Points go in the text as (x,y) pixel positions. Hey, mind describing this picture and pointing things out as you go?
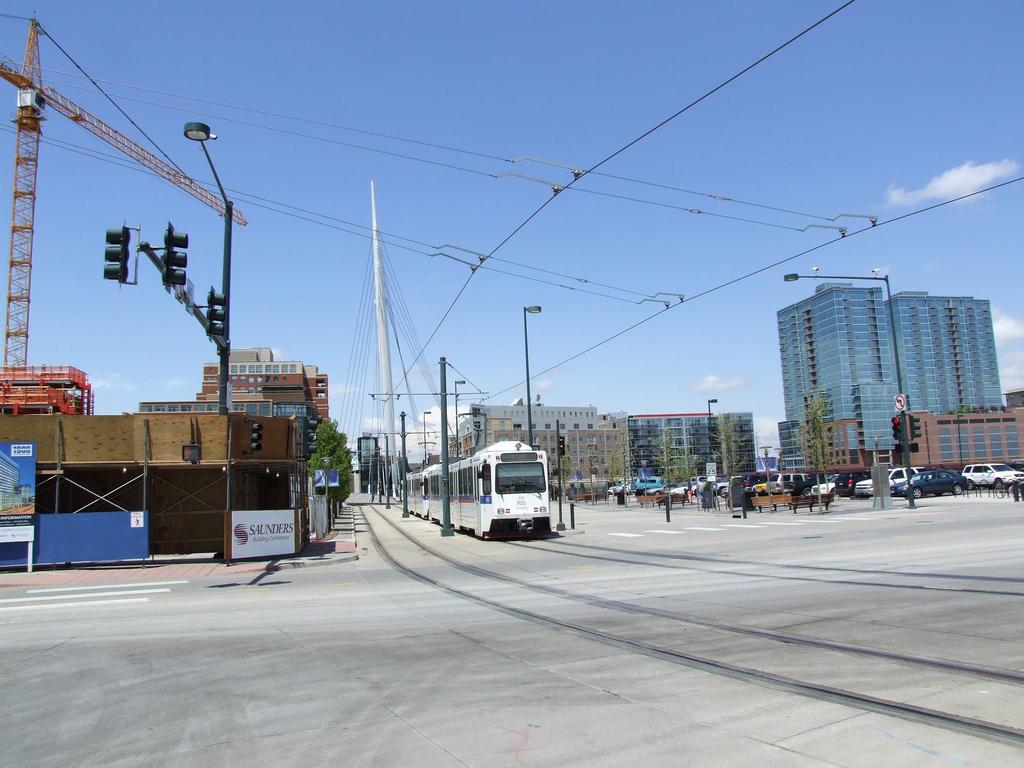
In the center of the image (491,450) there is a train (504,450). In the background of the image (550,460) there are buildings (587,471). At the bottom of the image (602,553) there is road (553,709). There are traffic signals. There are street lights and electric wires (755,64).
